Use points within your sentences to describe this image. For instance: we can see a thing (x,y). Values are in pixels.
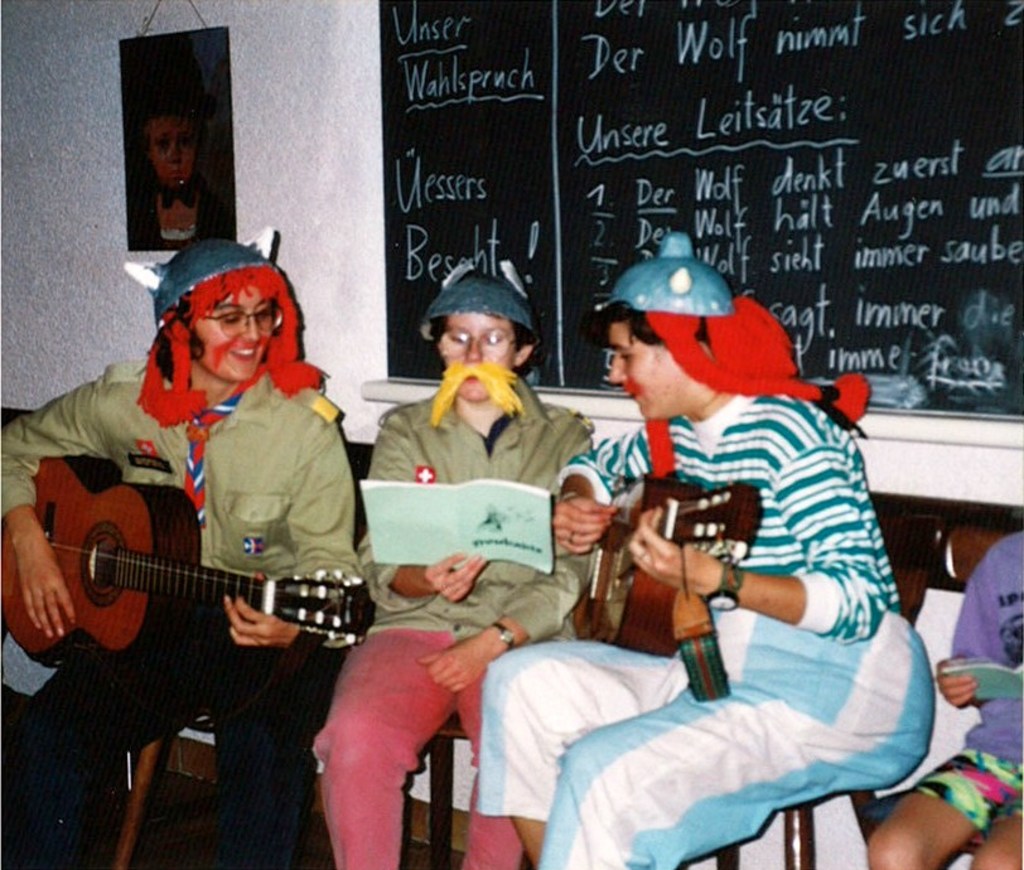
In this picture we can see three persons (396,440) on left side (167,434) person (204,505) holding guitar (259,589) in his hand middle is holding book (495,524) and on right side (726,419) person (759,533) also holding guitar (679,531) and they are sitting on chair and in background (425,175) we can see some poster (198,74), board (774,160) and here person (992,755) is sitting.
